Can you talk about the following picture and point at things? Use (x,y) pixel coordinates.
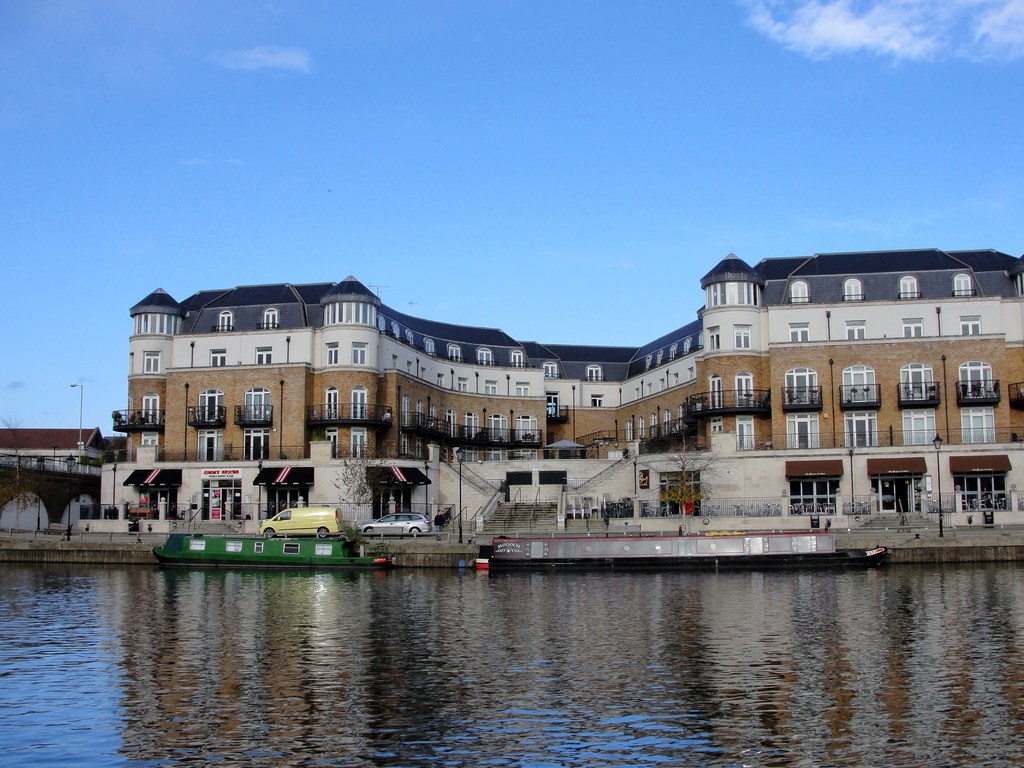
In this image I can see water (463,684) in the front (562,661) and on it I can see two boats (710,552). In the background (314,510) I can see few vehicles (270,523), few buildings (134,460), number of poles (940,516), street lights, a board (238,471) on the building (229,447), clouds (790,45) and the sky (191,182). I can also see something is written on the board (206,476) and in the center of the image (356,492) I can see few trees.
